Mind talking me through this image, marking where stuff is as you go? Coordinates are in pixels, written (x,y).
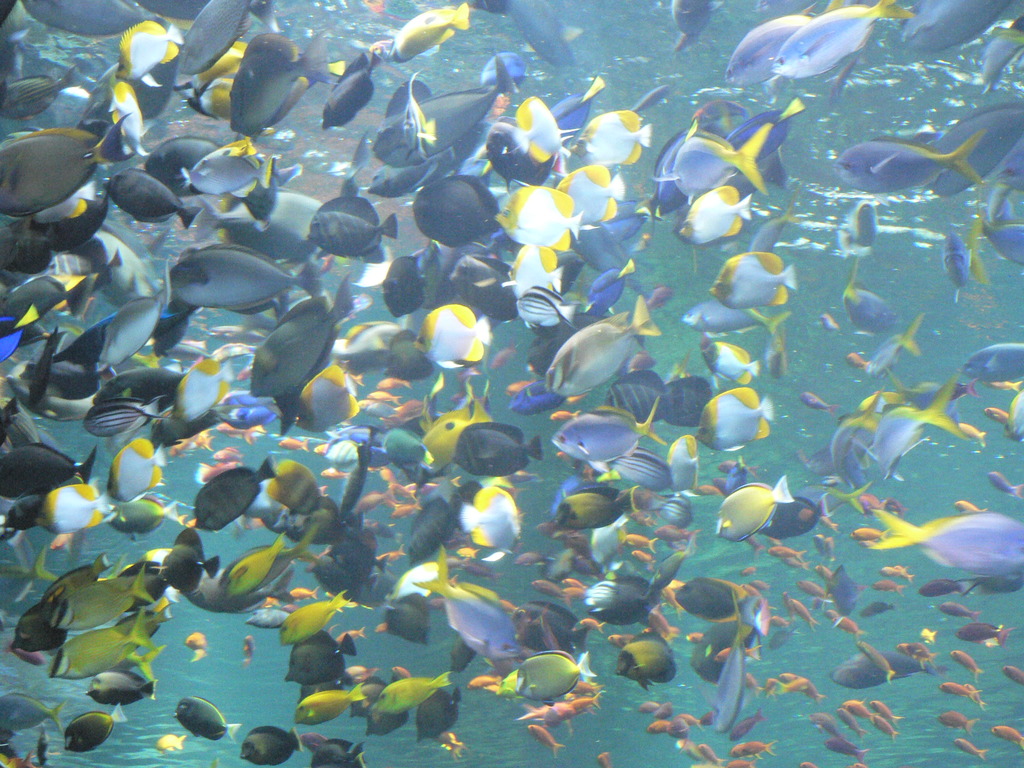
In this image I can see a shoal of fishes (477,185) in the water (808,659) which is off blue in color. This image is taken in the ocean (406,522).
